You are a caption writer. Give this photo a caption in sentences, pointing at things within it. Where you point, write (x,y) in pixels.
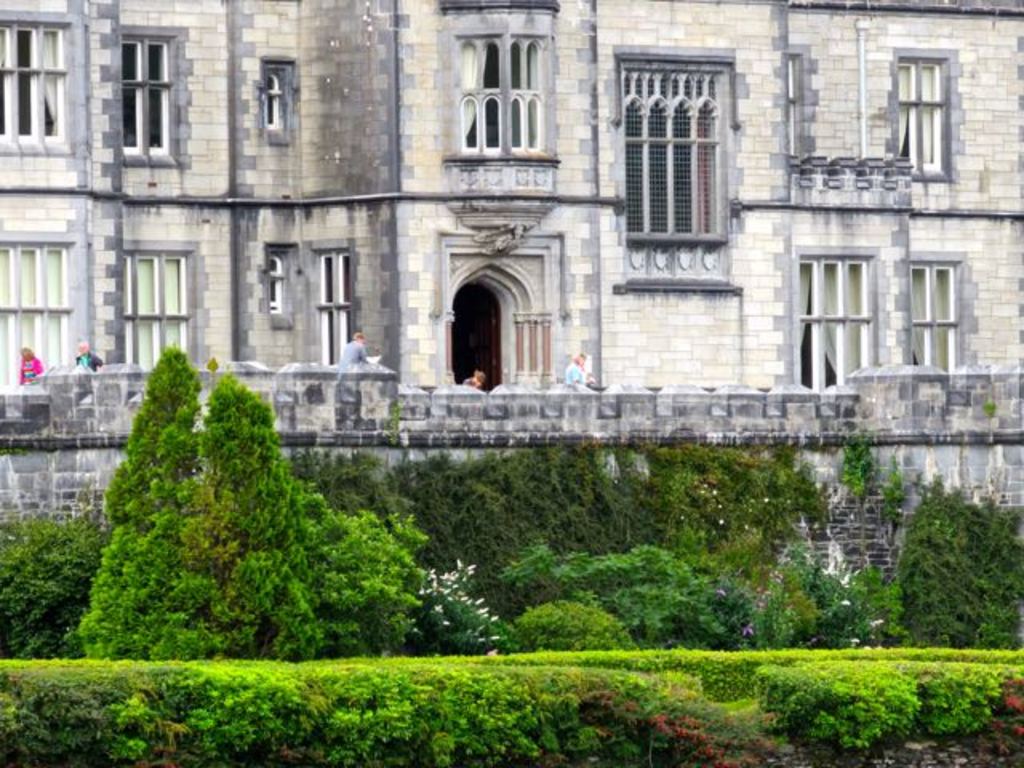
In the center of the image (531,386) there is a building (718,376) and we can see people (351,353). At the bottom (209,551) there are trees (405,516) and bushes (397,725).
